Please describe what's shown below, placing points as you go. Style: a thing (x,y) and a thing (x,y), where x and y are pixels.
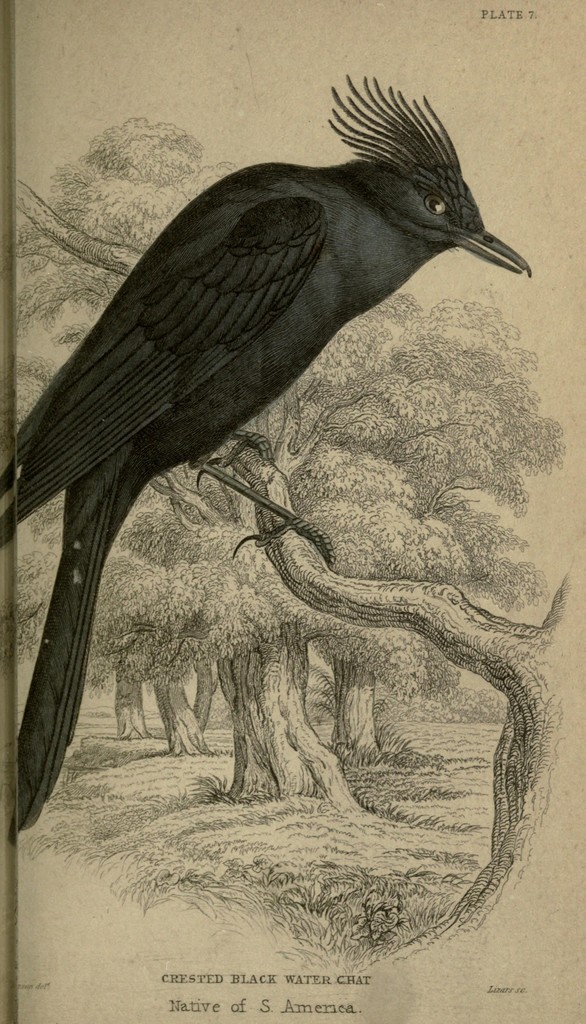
In this picture we can see an object (206,141) seems to be a paper (226,515) on which we can see the drawing (292,462) of trees (194,498), grass (202,805) and plants (485,718) and we can see the drawing (193,369) of a bird (160,348) standing on the stem (504,659) of a tree (507,669). At the bottom (288,1001) we can see the text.
